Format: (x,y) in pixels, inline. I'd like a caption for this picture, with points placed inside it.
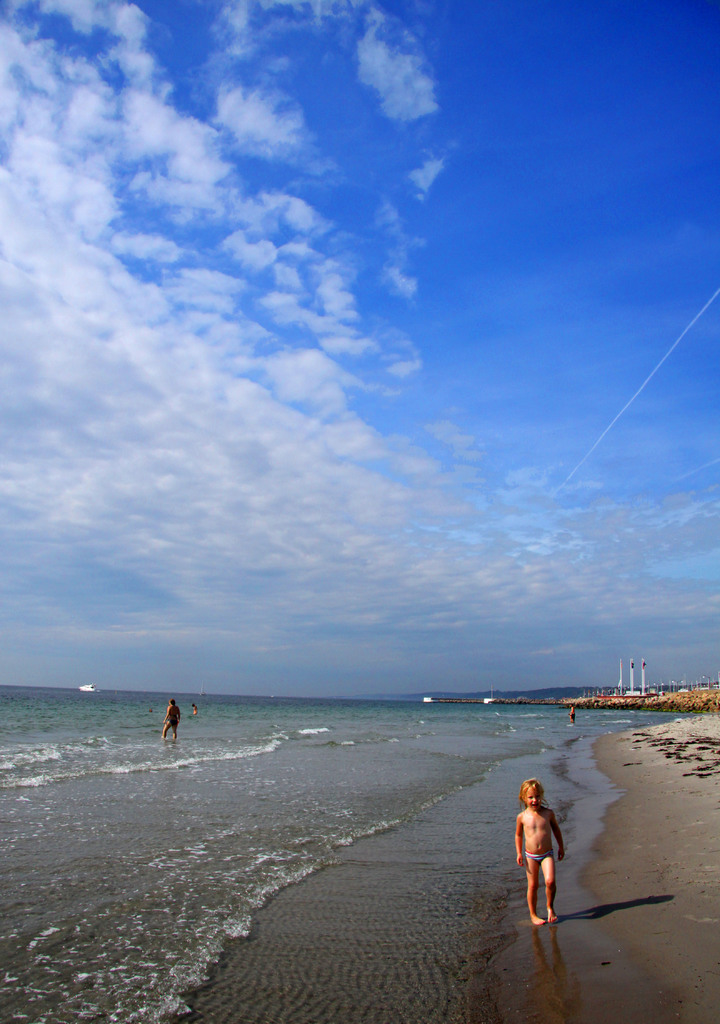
In this image we can see a beach (340,791) with some persons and there is a sky (298,155) with clouds (300,155).
